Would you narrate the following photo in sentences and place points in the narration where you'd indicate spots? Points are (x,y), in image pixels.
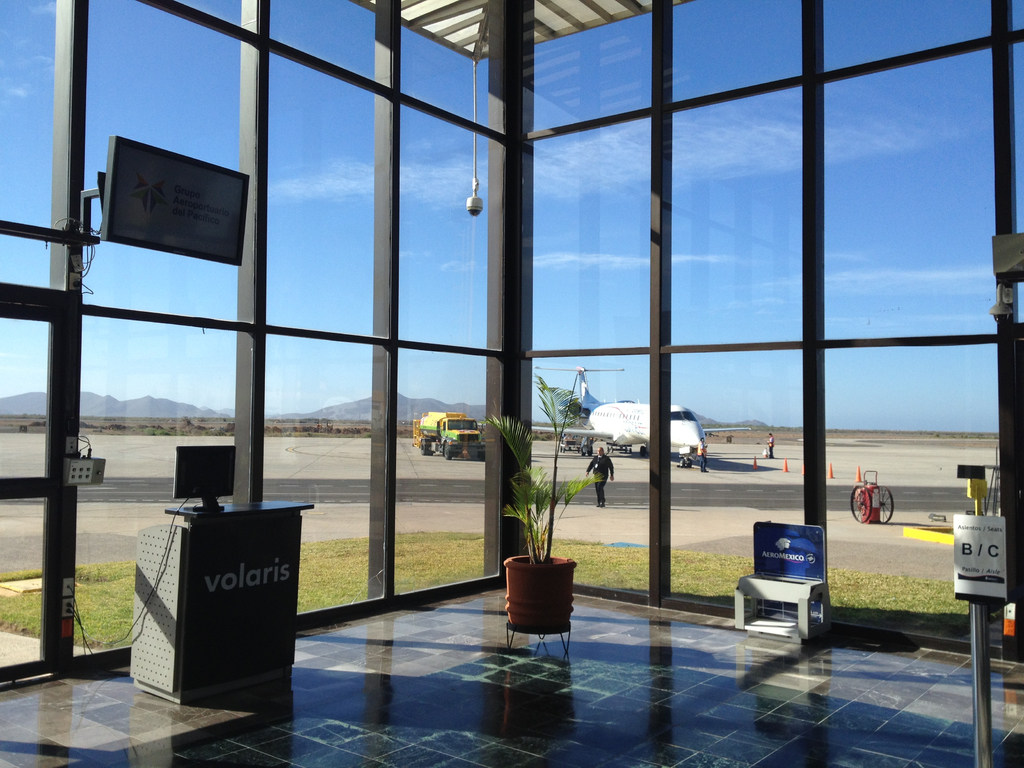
This image is taken in the building (603,657). In the center of the image (559,419) we can see a houseplant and there are boards (978,557). On the left (191,522) there is a screen (197,479) placed on the stand (211,576). We can see a television (177,233) placed on the glass door (150,345). In the background (436,449) we can see a vehicle (458,445), people (599,453), an aeroplane (590,436), hills (402,419) and sky (545,308) through the glass doors (610,327).
